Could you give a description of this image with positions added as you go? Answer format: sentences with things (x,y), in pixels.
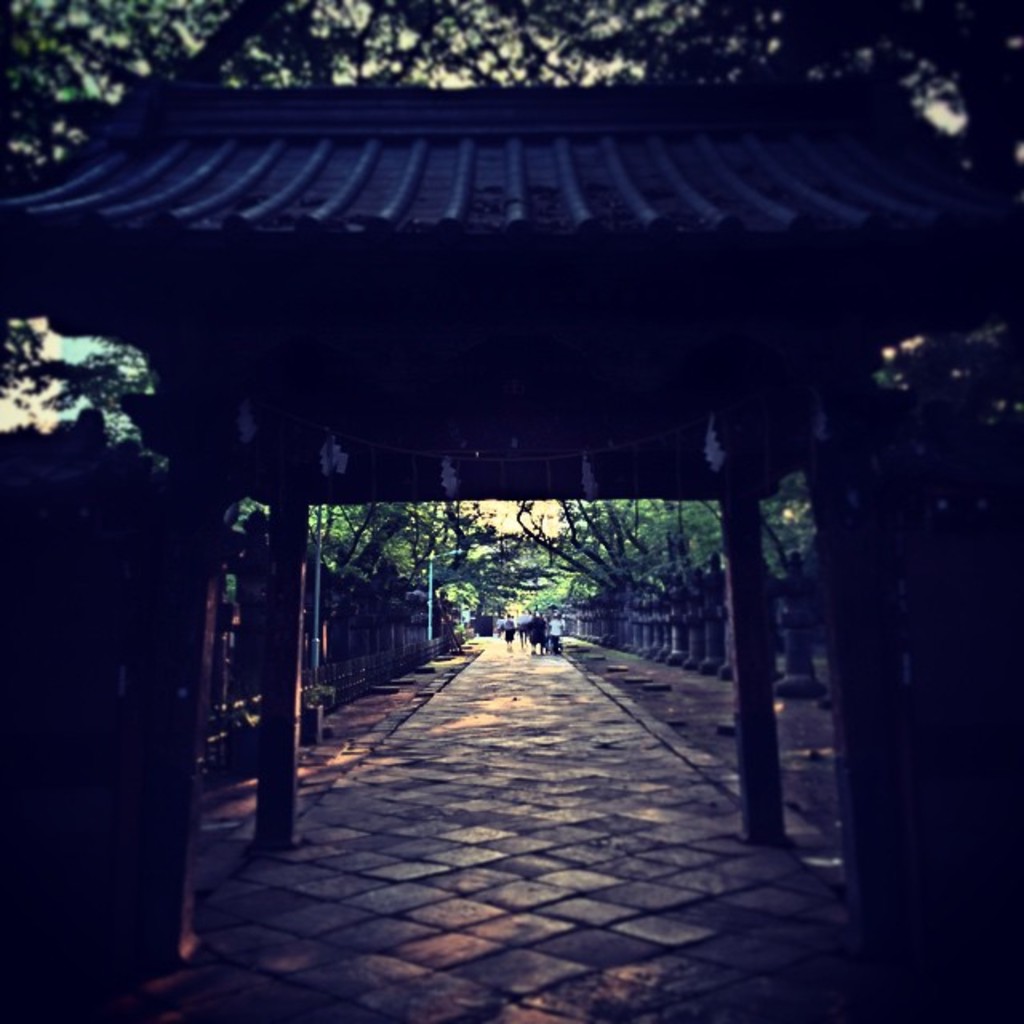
In this image there is a arch (447,93), and at the background (608,566) there are trees (665,569), pillars (848,501), group of people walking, sky (487,514).
